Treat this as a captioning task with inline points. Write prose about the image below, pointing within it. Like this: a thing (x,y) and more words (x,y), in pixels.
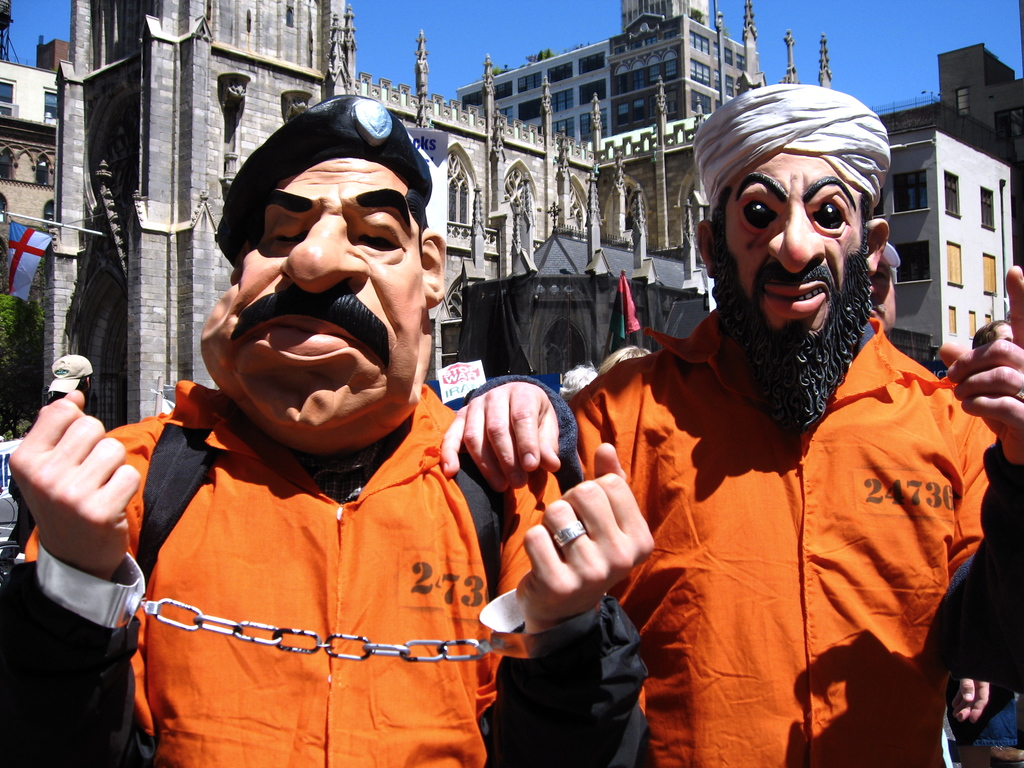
In this image I can see on the left side (241,458) a human (312,558) wearing handcuffs (329,654), orange color coat (371,602) and a cartoon face (322,301). On the right side (852,463) there is another person (795,367) did the same thing, in the middle (575,317) there are buildings (630,229), at the top (509,27) it is the sky (452,38).
